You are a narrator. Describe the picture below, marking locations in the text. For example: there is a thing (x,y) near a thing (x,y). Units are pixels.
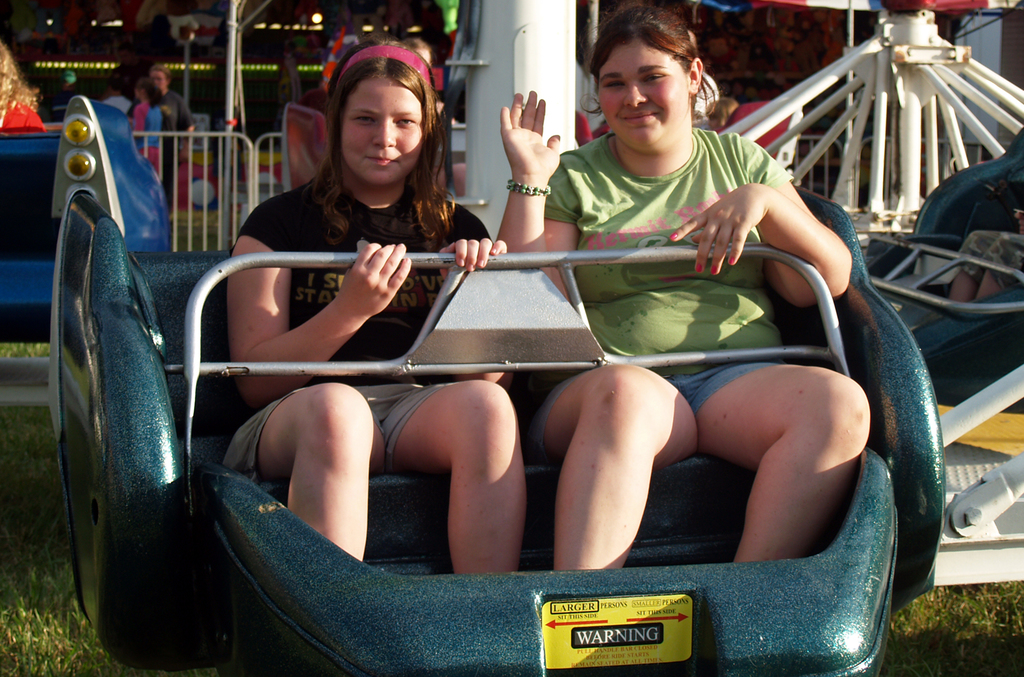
In this picture we can see two women (626,318) are sitting in a roller coaster (432,341), at the bottom (970,643) there is grass (968,625), in the background (156,111) we can see barricades (253,170) and some people (163,75).
